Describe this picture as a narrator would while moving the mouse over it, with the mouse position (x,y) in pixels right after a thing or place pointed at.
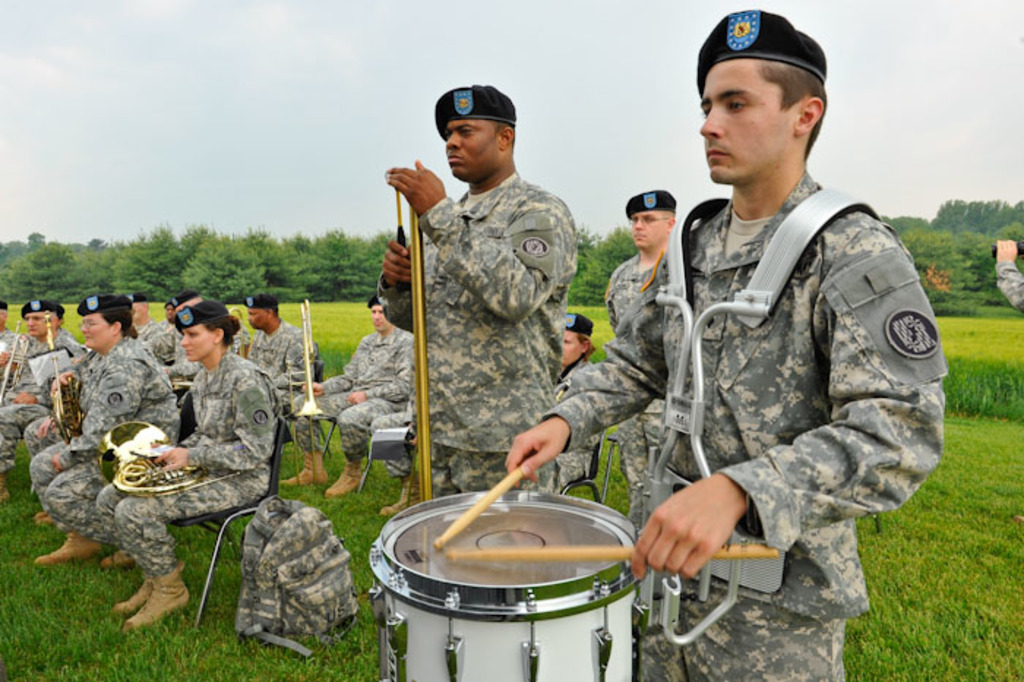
In this image there are some persons (914,299) who are holding some musical instruments (682,379), and in the background (261,392) there are some persons (178,411) sitting and they are also holding musical instruments (138,449) and there is one bag (303,573). At the bottom (66,642) there is grass (991,354), and in the background (589,271) there are trees (182,256). At the top of the image (633,96) there is sky (986,117).
